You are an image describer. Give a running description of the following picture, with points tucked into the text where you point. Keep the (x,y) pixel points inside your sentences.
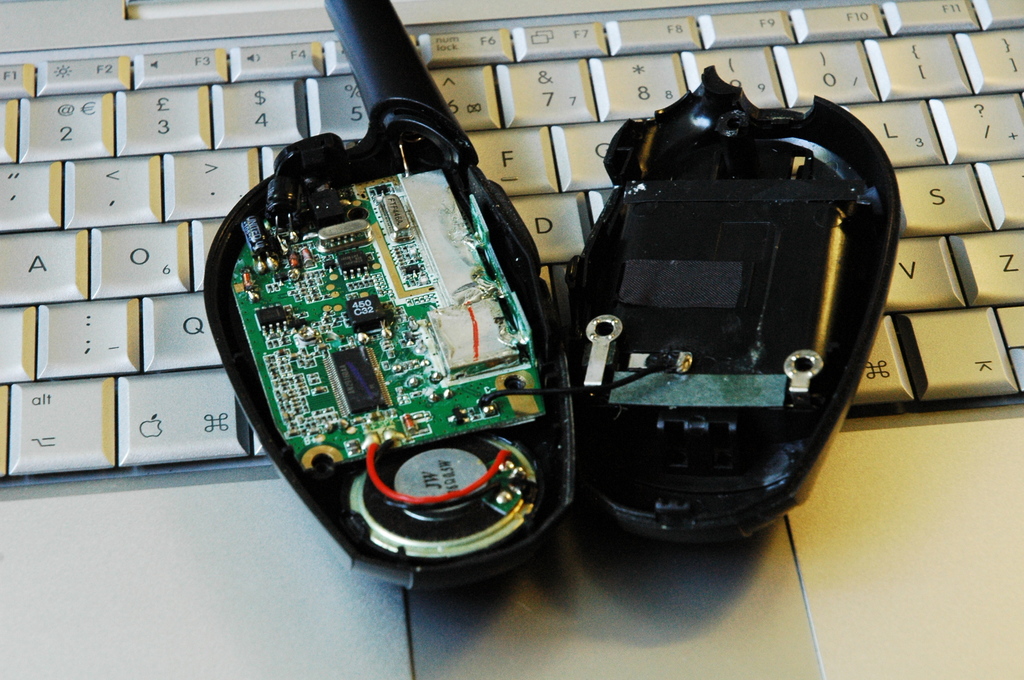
In the image there is a opened walkie talkie (388,375) on a laptop (606,641).
